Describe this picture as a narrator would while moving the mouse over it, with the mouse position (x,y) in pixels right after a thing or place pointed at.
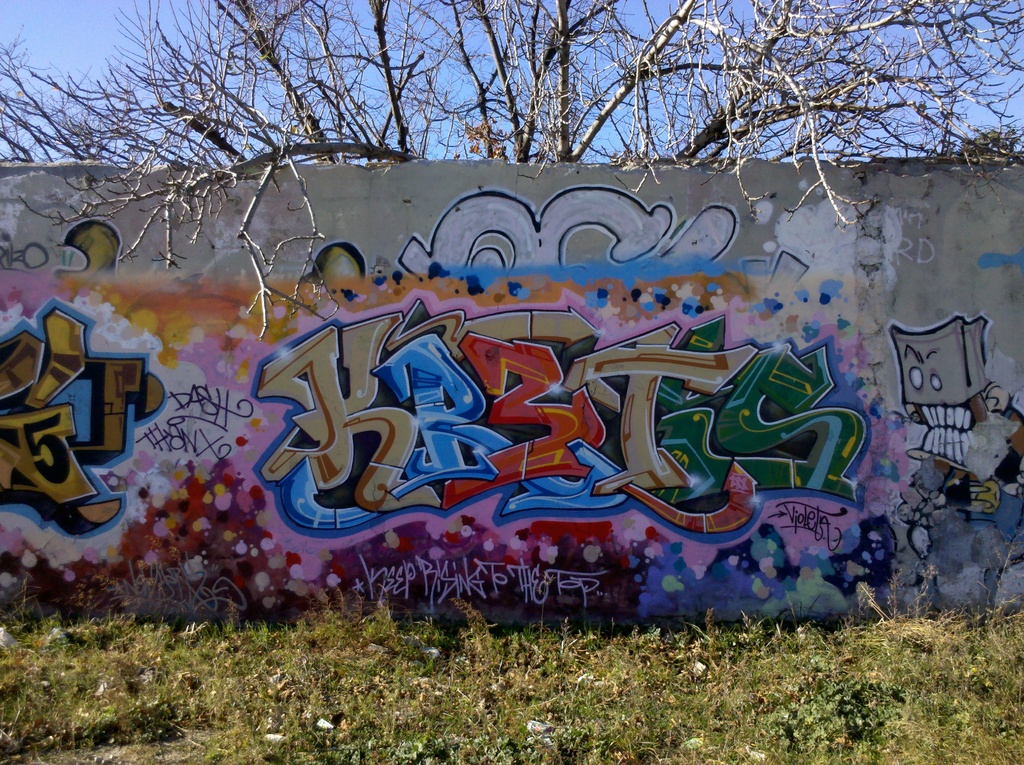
In the center of the image (633,389) there is a wall (671,337) and graffiti (582,404) on it. In the background (914,119) there is a sky (37,46) and tree (930,95).
